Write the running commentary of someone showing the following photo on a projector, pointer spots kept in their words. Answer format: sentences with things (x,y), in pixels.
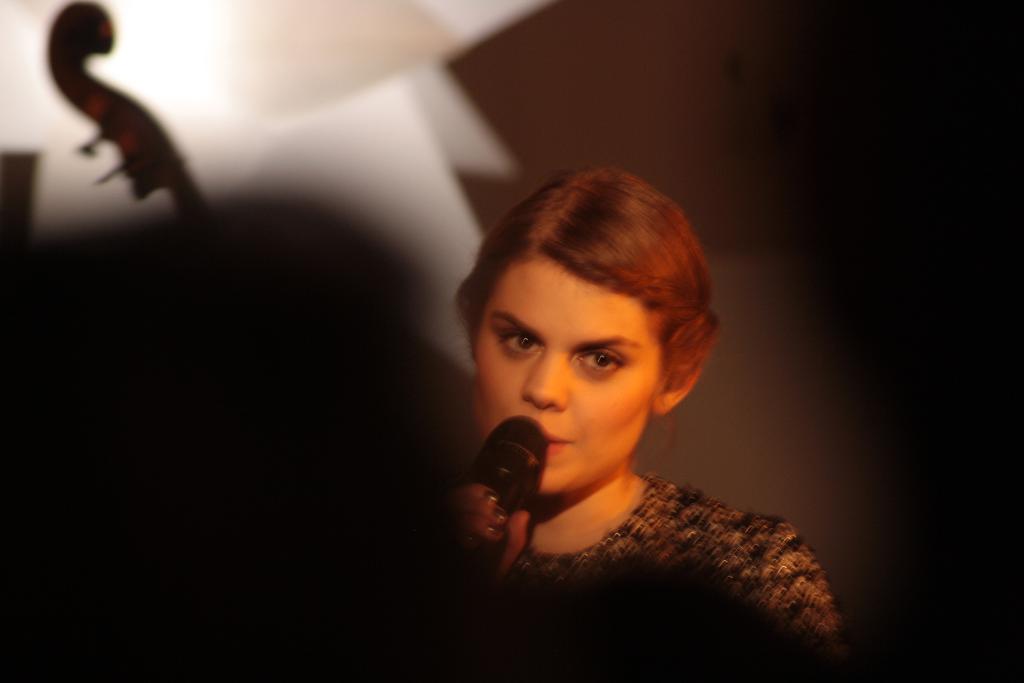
This image consists of a woman (484,516), who is holding a mic (504,486) in her hand (501,516). She is singing something. She is wearing brown and black dress (769,556).
